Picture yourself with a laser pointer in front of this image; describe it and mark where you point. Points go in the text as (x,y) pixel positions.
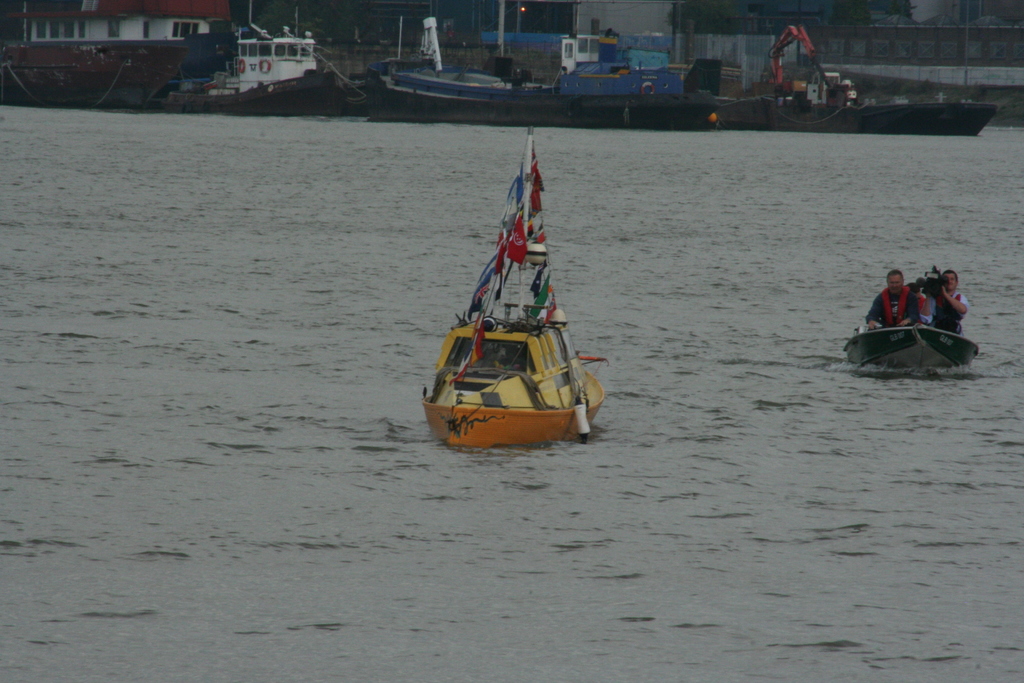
As we can see in the image there is water (365,330), boats (487,320), flags (498,264), few people (904,314) here and there and in the background (839,98) there are buildings (937,38) and a vehicle (827,94).
